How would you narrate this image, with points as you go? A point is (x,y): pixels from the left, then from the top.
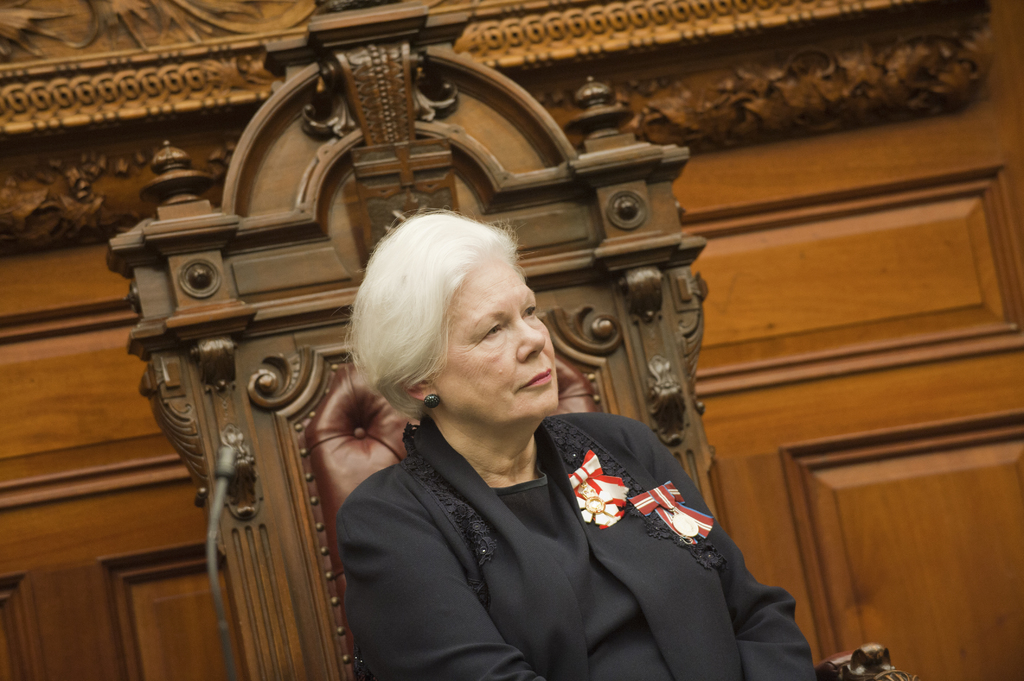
In this image, there is a person (524,491) wearing clothes (505,561) and sitting on the chair (314,558).
